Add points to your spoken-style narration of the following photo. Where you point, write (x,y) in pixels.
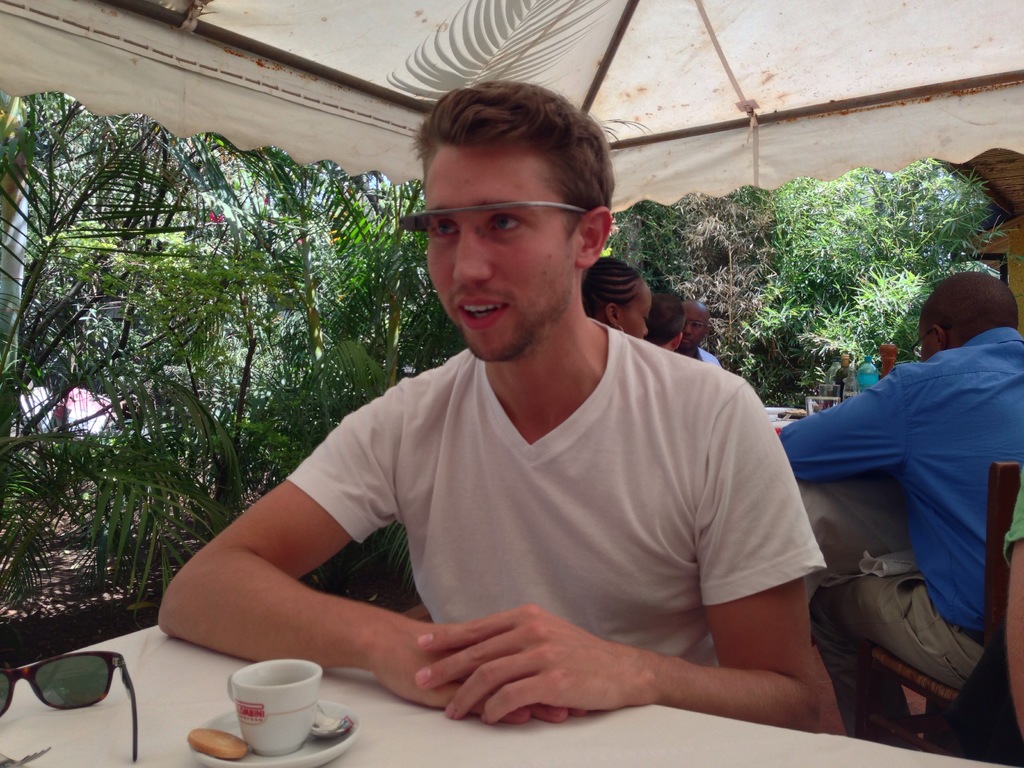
In the foreground of this image (482,716), there is a man (554,507) wearing white T shirt (554,607) is sitting in front of a table (439,741) on which, there is a saucer (237,767), biscuit (206,740), cup (271,700) and the spectacles (88,682). In the background (952,649), there are persons (935,460) sitting on the chairs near a table (870,503), trees (724,264) and the tent (548,13) on the top (476,12).
